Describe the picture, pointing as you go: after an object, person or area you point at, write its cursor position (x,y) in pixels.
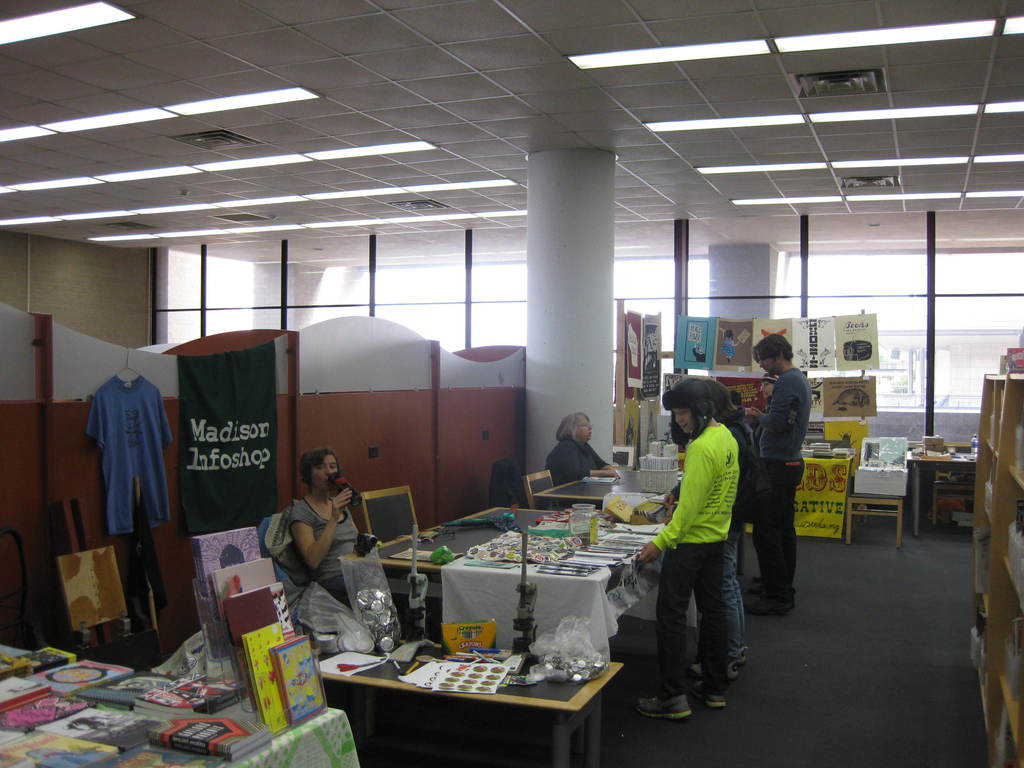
In this image, There is a floor (910,721) which is in black color, In the left (82,762) there are some tables (614,610) on that there are some objects (544,568) and there are some people (791,482) sitting and standing, In the top (453,54) there is a roof (684,104) in white and yellow color.
